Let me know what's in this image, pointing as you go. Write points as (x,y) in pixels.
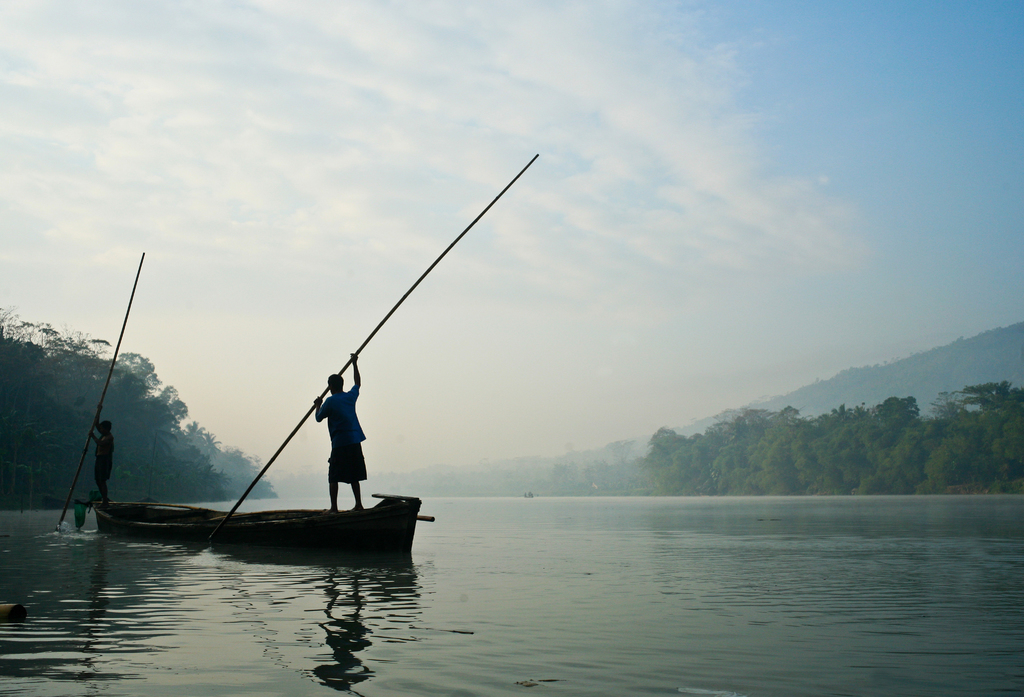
In the picture we can see water (932,513) and on it we can see a small boat (376,531) with two persons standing on the corner of the boat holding a stick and riding it and either sides of the water (775,637) we can see hills (910,390) with trees (905,422) and in the background (675,405) we can see a sky (529,385) with clouds (51,145).
